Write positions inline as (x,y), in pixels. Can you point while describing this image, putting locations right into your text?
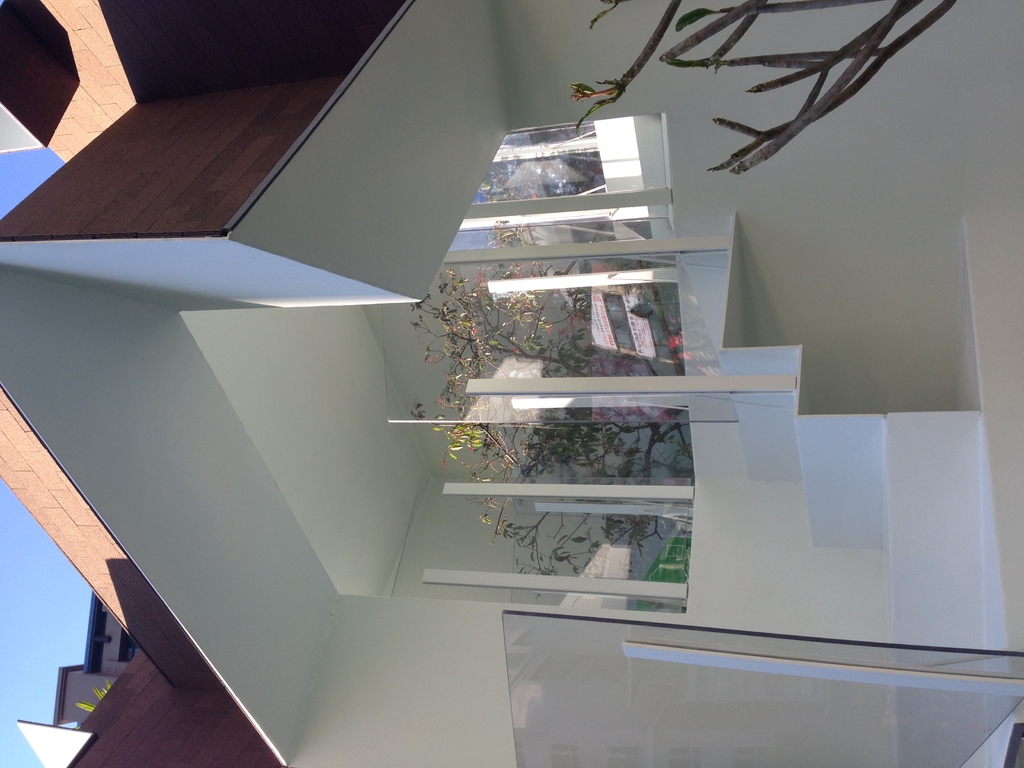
In this image we can see the porch (261,260) of a building (508,419) there are trees (501,453) in the porch (508,406).
